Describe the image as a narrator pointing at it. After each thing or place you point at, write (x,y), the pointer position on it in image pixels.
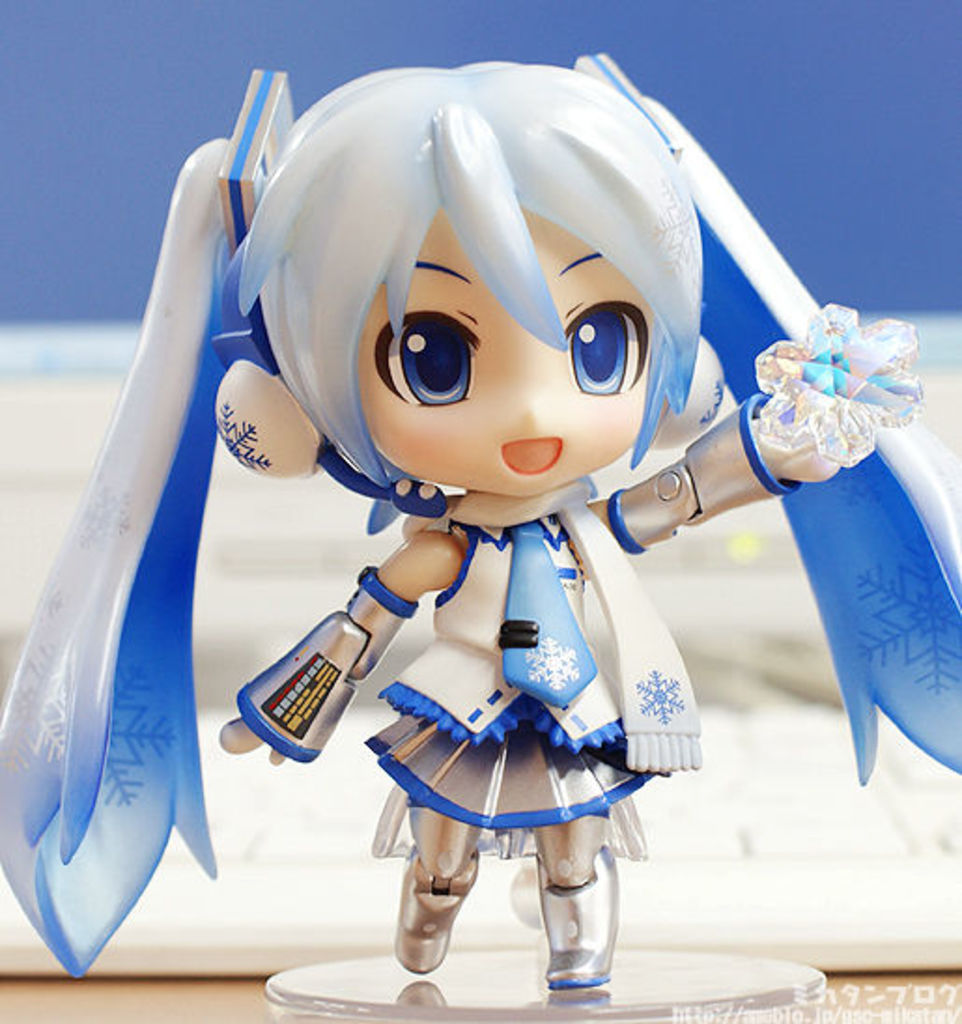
In this image, we can see a toy (433,813) on an object (430,1006). We can also see the ground (122,988) and the blurred background (206,48). We can also see some text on the bottom right corner (772,1015).
